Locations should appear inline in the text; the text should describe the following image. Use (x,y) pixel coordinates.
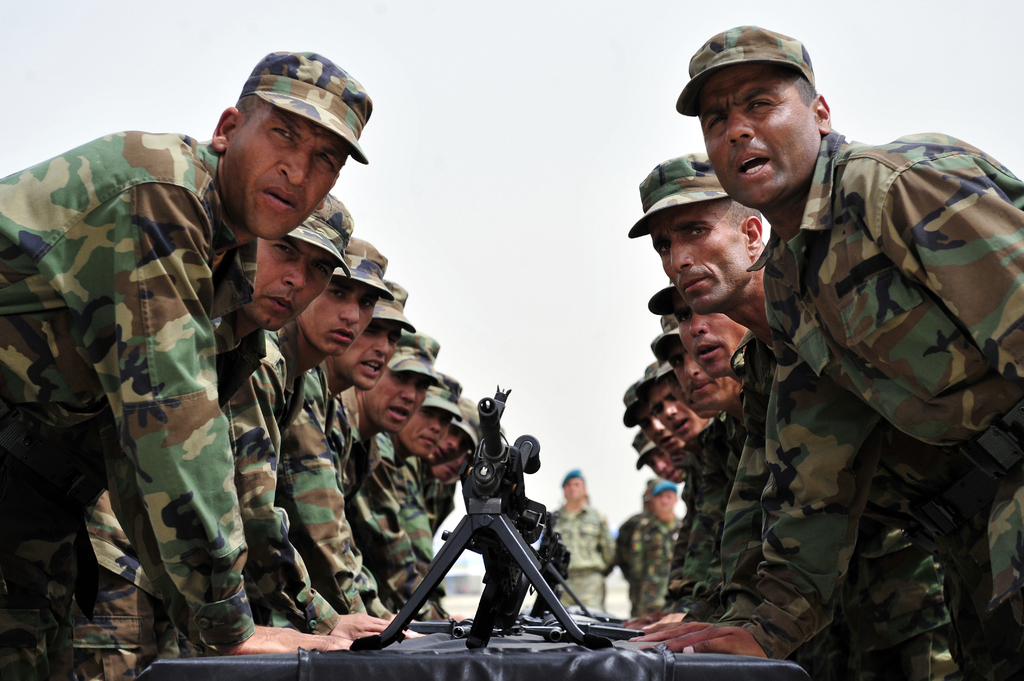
Here in this picture we can see a group of army people (704,414) present on the ground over there and in the middle of them we can see a gun (500,501) present on the table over there.
